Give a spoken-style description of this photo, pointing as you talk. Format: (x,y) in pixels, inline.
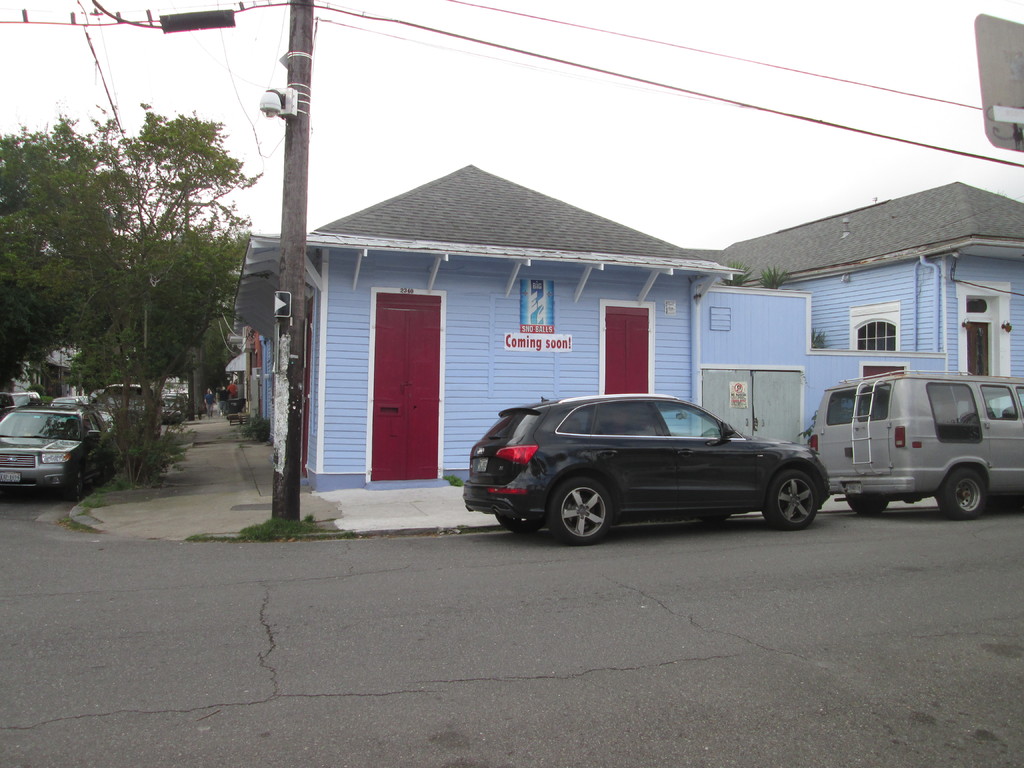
In this image I can see the road (626,627), few cars (944,499) on the road (643,599), the side walk (433,496), a electric pole (297,487), few trees (147,382), few wires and few buildings (691,260) which are blue and grey in color. In the background (636,83) I can see the sky (658,117).
